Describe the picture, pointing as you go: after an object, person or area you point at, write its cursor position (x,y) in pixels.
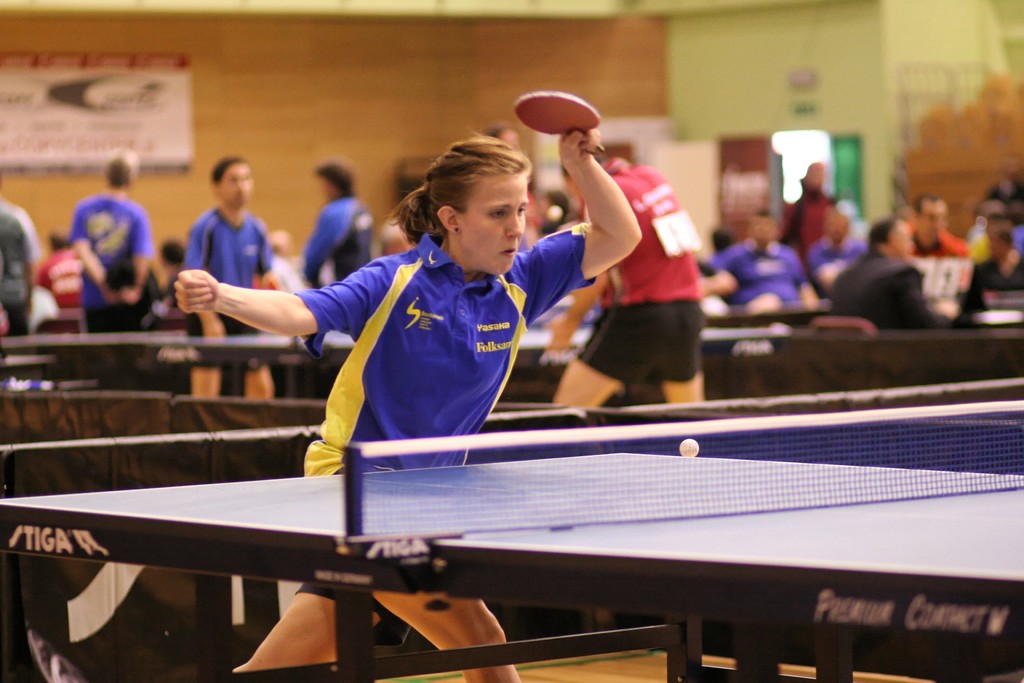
This woman (390,281) is highlighted in this picture. She holds a bat (577,121) and plays a table tennis. Far few persons (906,246) are sitting and few persons (650,284) are standing. A banner (133,125) is attached to a wall (362,96).
